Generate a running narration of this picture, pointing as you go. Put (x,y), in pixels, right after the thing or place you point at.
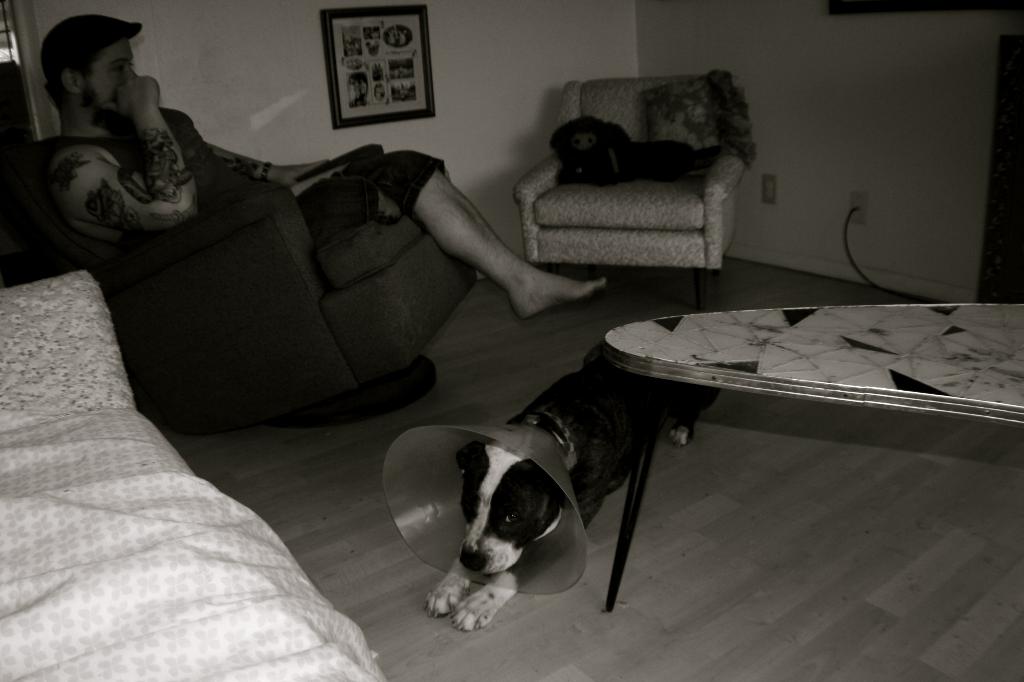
In this image i can see a man (230,183) sitting on a couch (369,256), he is wearing a shirt (220,164) and a jeans (392,185) at left (145,459) i can see a bed (118,516) in white color, there is dog (473,504) in front of a man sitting on the floor (544,624), at right (956,329) there is a table (878,327) in white color at the back ground (610,185) i can see other couch (644,210) in white color on the couch (617,196) there's a doll (616,169) there's frame (423,77) attached to a white wall (440,66).
